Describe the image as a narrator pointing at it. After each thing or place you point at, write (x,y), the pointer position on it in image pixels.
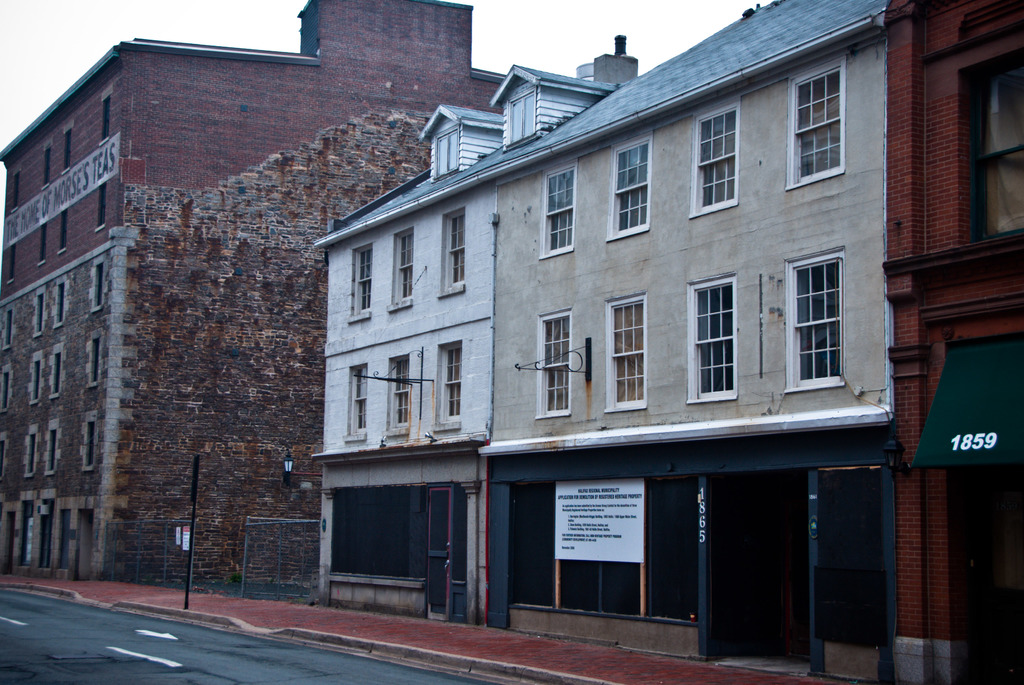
There is a road (128,647) near the footpath (470,661) on which, there is a pole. On the right side (970,517), there are buildings (222,274) which are having glass windows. In the background (81,16), there is white sky (255,18).
